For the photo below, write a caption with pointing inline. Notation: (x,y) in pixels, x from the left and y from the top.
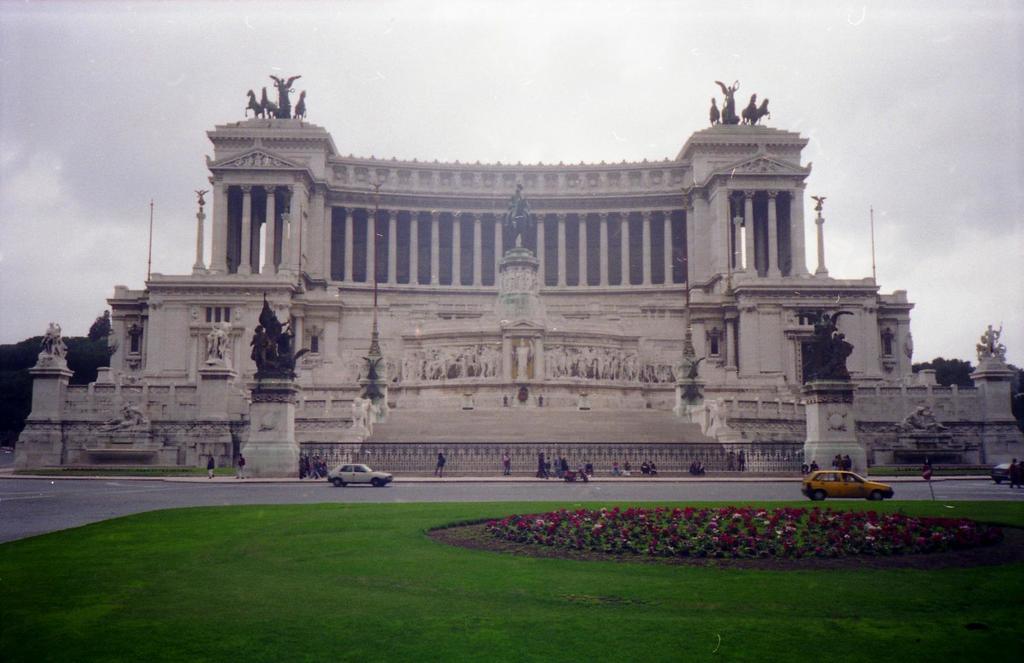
At the bottom of the image (327,536) on the ground (323,540) there is a garden (327,577). In the middle of the garden (613,543) there are plants (718,541) with flowers (926,540). Behind them on the road (214,484) there are few cars (1003,475). Behind them there is a footpath (666,473) with few people (509,470). Behind them there are pedestals (265,401) with statues (267,355). And also there is a building (332,291) with walls (421,256), pillars (437,260), poles (376,262), statues (687,369), sculptures (638,363), steps (616,435) and some other things (134,328). On the sides of the building (170,354) there are trees (20,369). At the top of the image (916,76) there is sky (589,95) with clouds (964,120).
